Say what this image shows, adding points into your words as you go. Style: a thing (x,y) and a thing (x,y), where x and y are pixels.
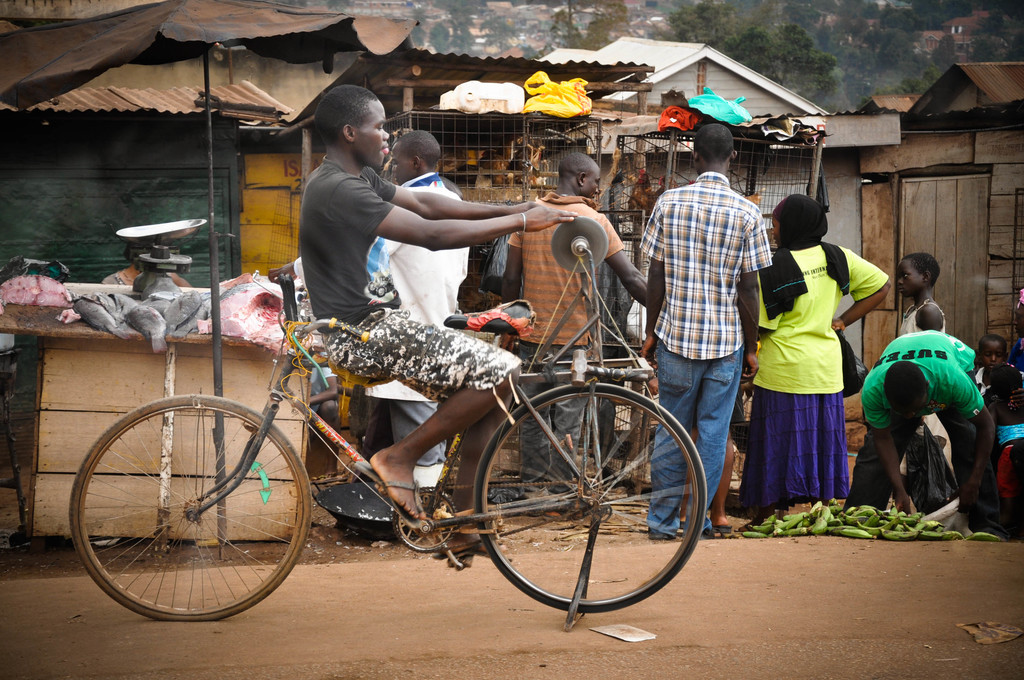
In this picture we can see a group of people (862,286) standing and purchasing something and here in front (344,127) person (390,336) is sitting on a bicycle (534,417) and in the background (277,80) we can see huts (947,96) with sheets roof (370,64) and here is weighing machine (158,260) on table (146,348) and fishes (189,308) to buy and in the background (899,26) we can see trees (566,3).
